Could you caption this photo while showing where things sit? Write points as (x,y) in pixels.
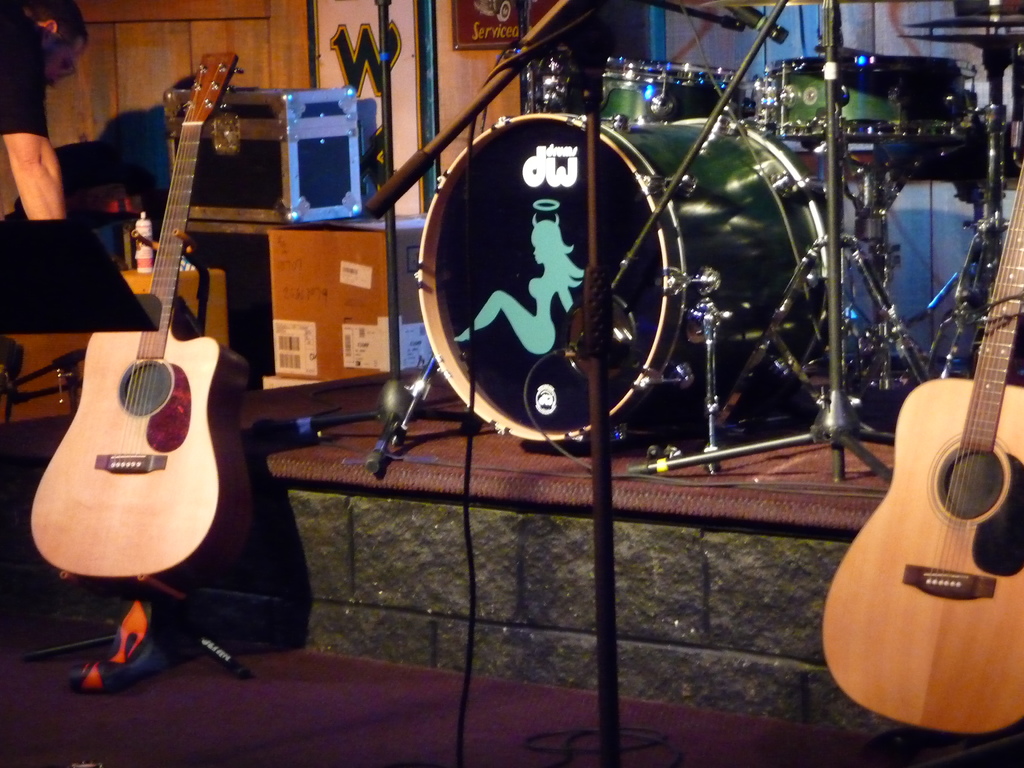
This image is clicked on a musical concert. There are two guitars (178,561) on two sides left and right. There are drums (474,188) in the middle of the image (515,410). There is a box (282,192) left side (326,293). There is a person (41,81) standing on left side (41,162). There are mike's (735,8) near drums (541,314).
